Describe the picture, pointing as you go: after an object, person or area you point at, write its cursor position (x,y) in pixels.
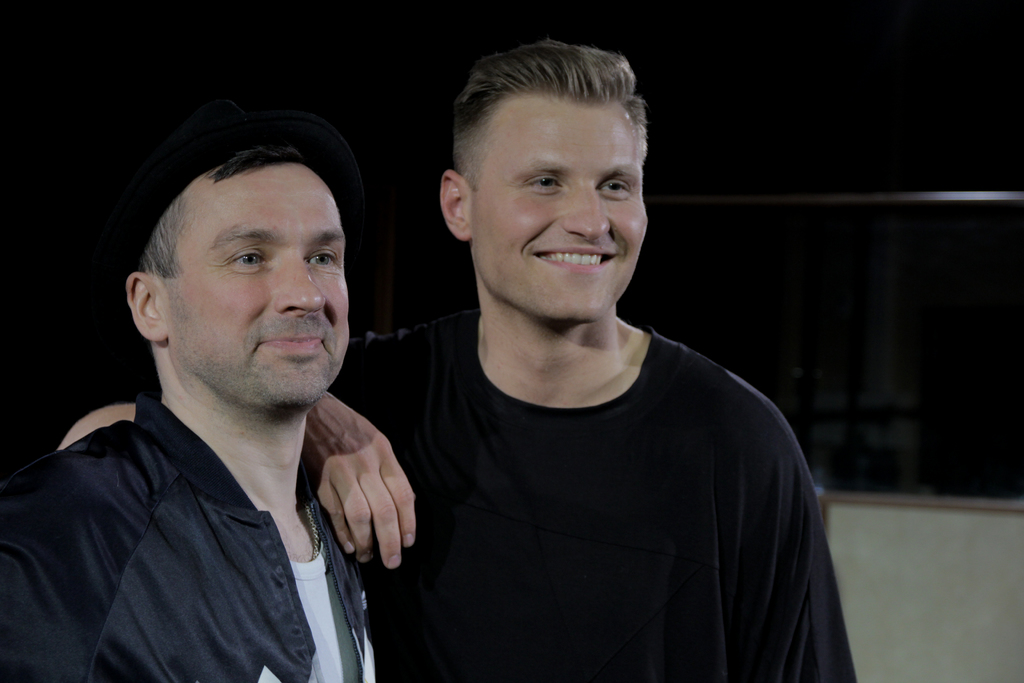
In this image we can see few persons (353,511). A person (239,187) is wearing a cap (208,166) at the left side of the image (230,187). There is a fence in the image. There is a dark background (957,376) in the image.
